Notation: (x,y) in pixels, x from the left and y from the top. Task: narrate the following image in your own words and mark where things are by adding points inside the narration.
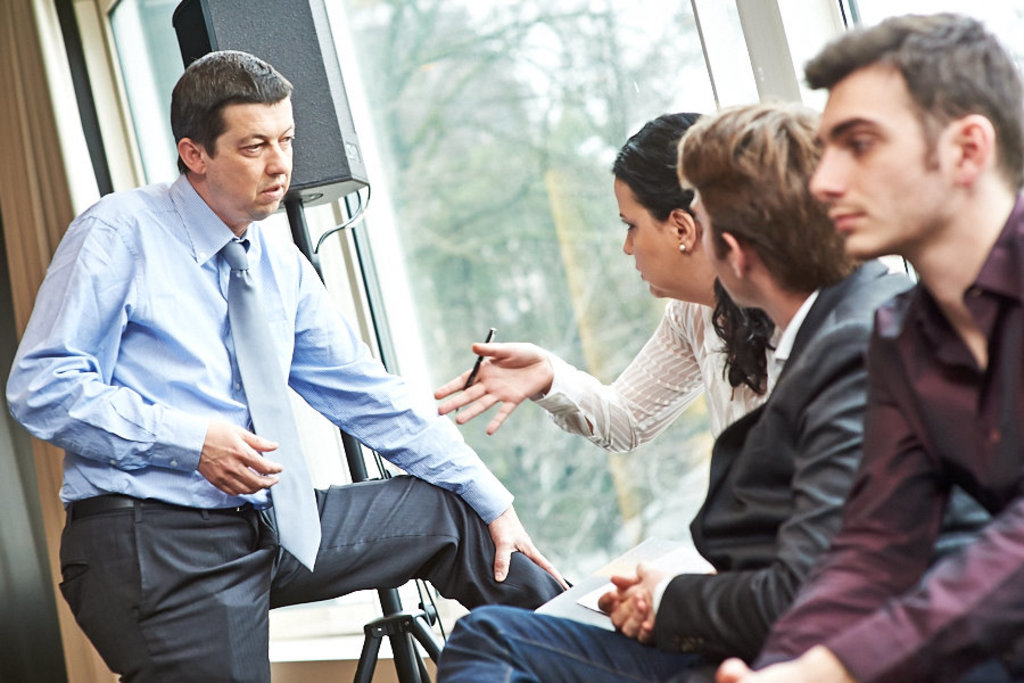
In this image we can see some persons (576,432), pen (474,369) and other objects (578,600). In the background of the image (440,362) there is a wall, glass window (431,198) and other objects (55,161). Behind the glass window (488,154) there are trees (518,98) and the sky (641,35).
